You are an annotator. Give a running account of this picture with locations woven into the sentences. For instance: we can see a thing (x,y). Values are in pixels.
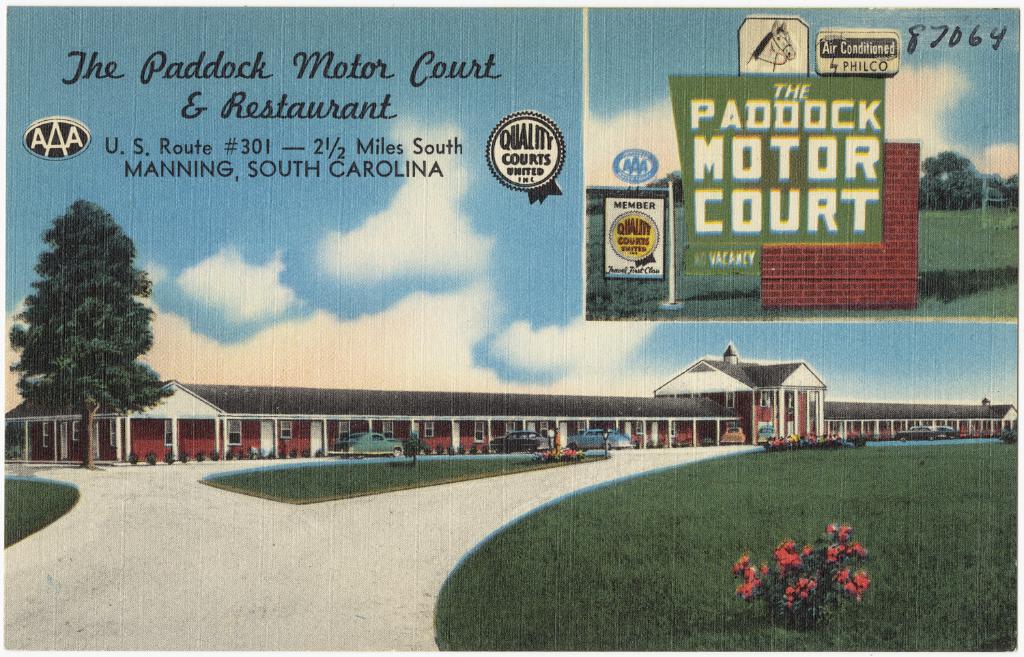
This is an animated image, in this image in the center (438,438) there are some houses (127,438), cars (384,449), plants (825,438) and at the bottom (888,599) there is grass (590,557) and some plants (835,593) and flowers (843,595) and a walkway (258,516). And on the left side (115,308) there is one tree (115,279), in the background (388,247) there is sky (556,255). On the top of the right corner (907,163) there is a wall (896,255).
